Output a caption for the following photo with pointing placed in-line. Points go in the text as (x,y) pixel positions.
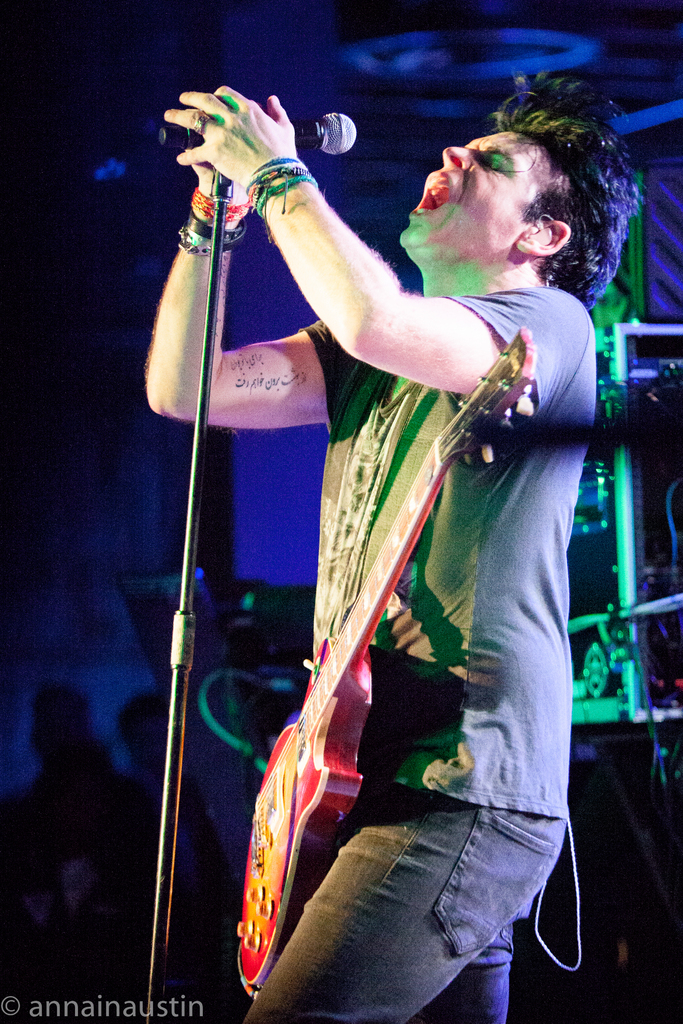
Here in this picture we can see a man (502,658) holding a mic (295,121) and singing. The mic (190,140) is connected to the stand (186,539). He is wearing guitar band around his neck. To his both the hands (274,223) there are some bands (283,184), hand bands (284,182). He is wearing a t-shirt (543,648) and a jeans (381,937). Behind him there are some boxes (635,557).
